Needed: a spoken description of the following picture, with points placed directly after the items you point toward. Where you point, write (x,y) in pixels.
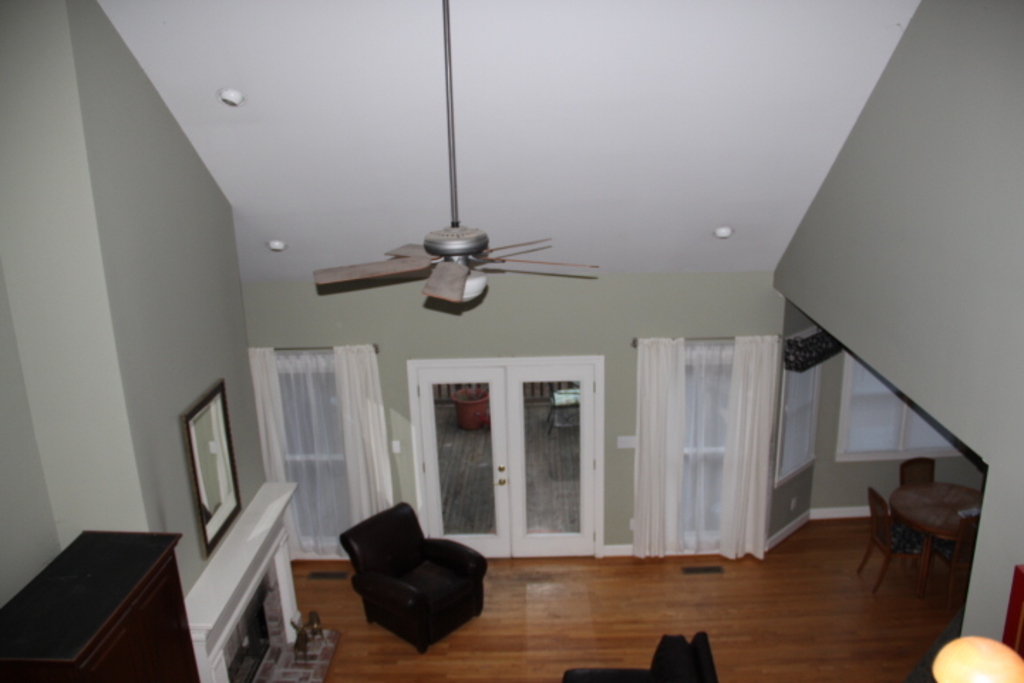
There is a room (532,225) with a fan (399,259) hanging and door (477,384) to access and curtains (711,347) on the window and dining table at one corner. and a wardrobe (102,604) placed on other side of wall (9,575).
